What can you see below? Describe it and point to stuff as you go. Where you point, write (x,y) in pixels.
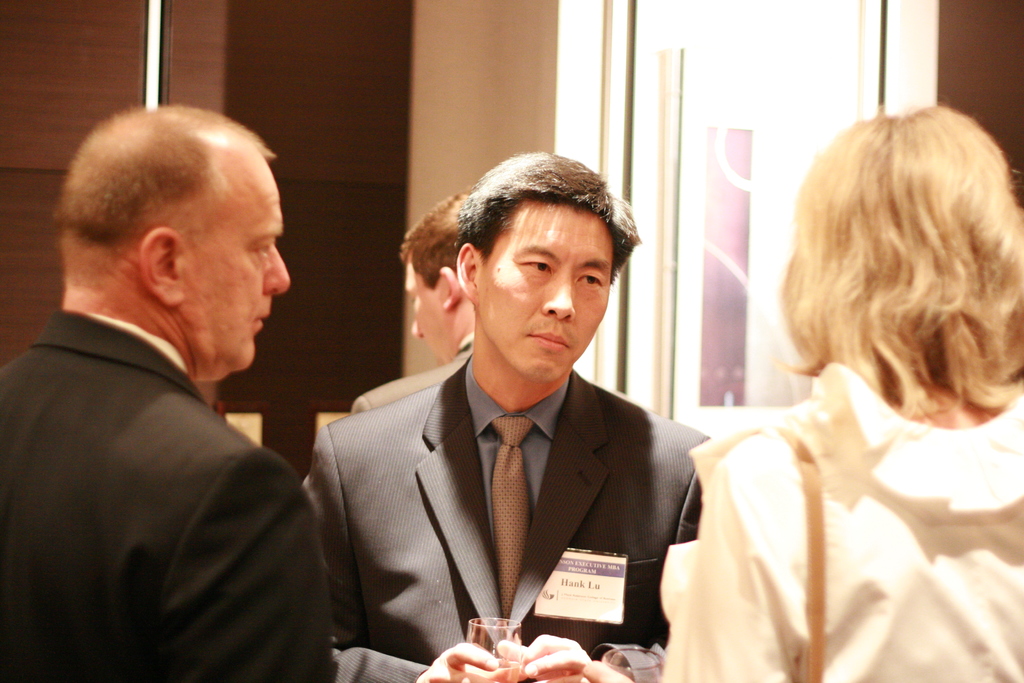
In the foreground of the picture (509,473) there are three people (673,554). In the center of the picture (411,424) there is a person (488,425) in black suit (400,626) holding a glass (510,639), behind him there is another man (457,324). In the background (415,50) there is a glass door (680,93) and wall (279,96).
